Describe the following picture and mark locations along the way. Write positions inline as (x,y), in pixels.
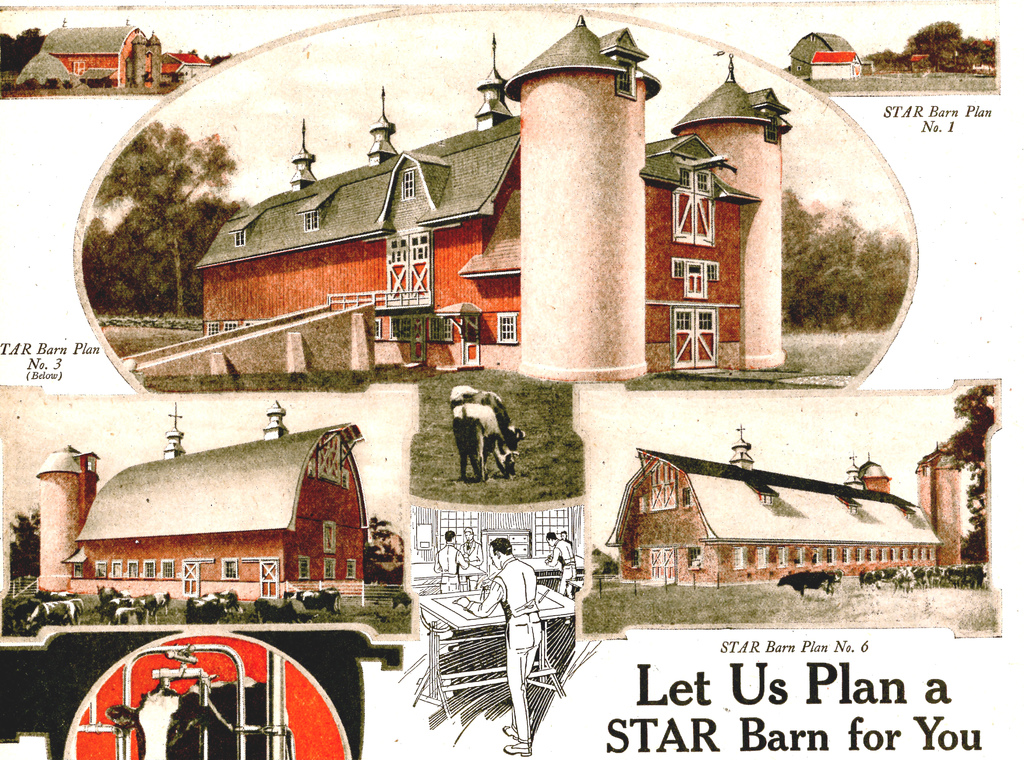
This image consists of a poster (551,524), in which there are building (717,160) and cows (255,612). At the bottom (890,718), there is a text (890,719). And we can also see the trees (823,309).
